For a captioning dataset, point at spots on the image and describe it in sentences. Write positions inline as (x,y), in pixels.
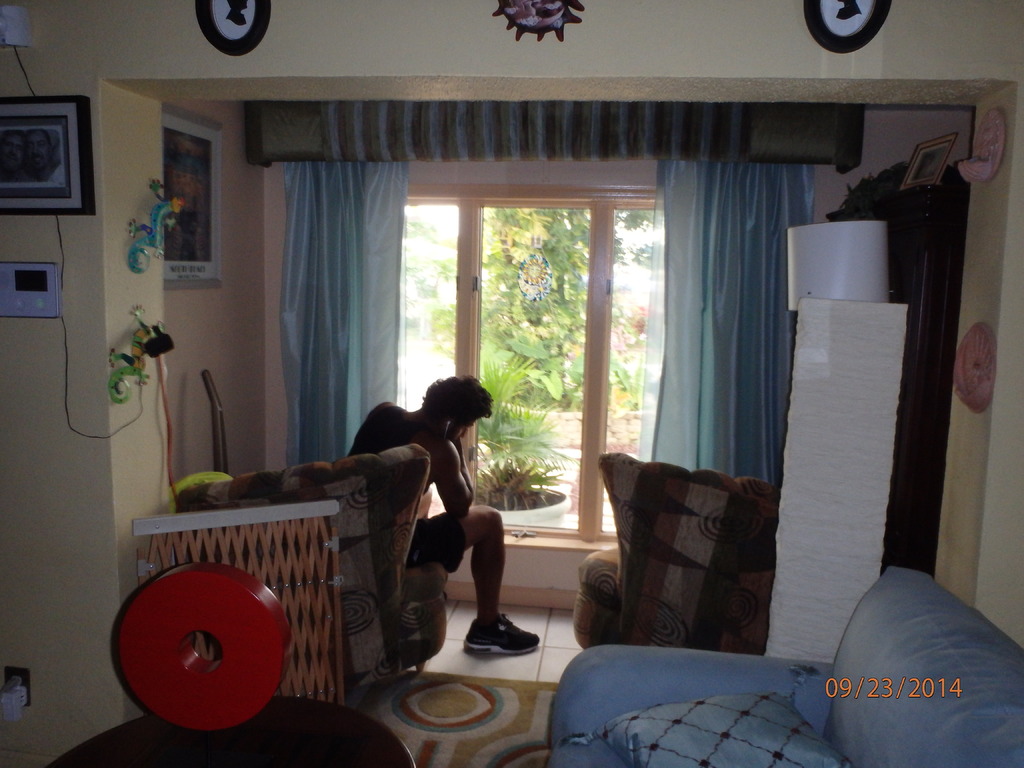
In this image I can see a man (420,440) is sitting on a couch (357,533). I can also see a sofa (706,684) and a cushion (793,713) on it. In the background (342,238) I can see curtains (295,297), few frames (47,159) on this wall (89,410) and few plants (538,345).
